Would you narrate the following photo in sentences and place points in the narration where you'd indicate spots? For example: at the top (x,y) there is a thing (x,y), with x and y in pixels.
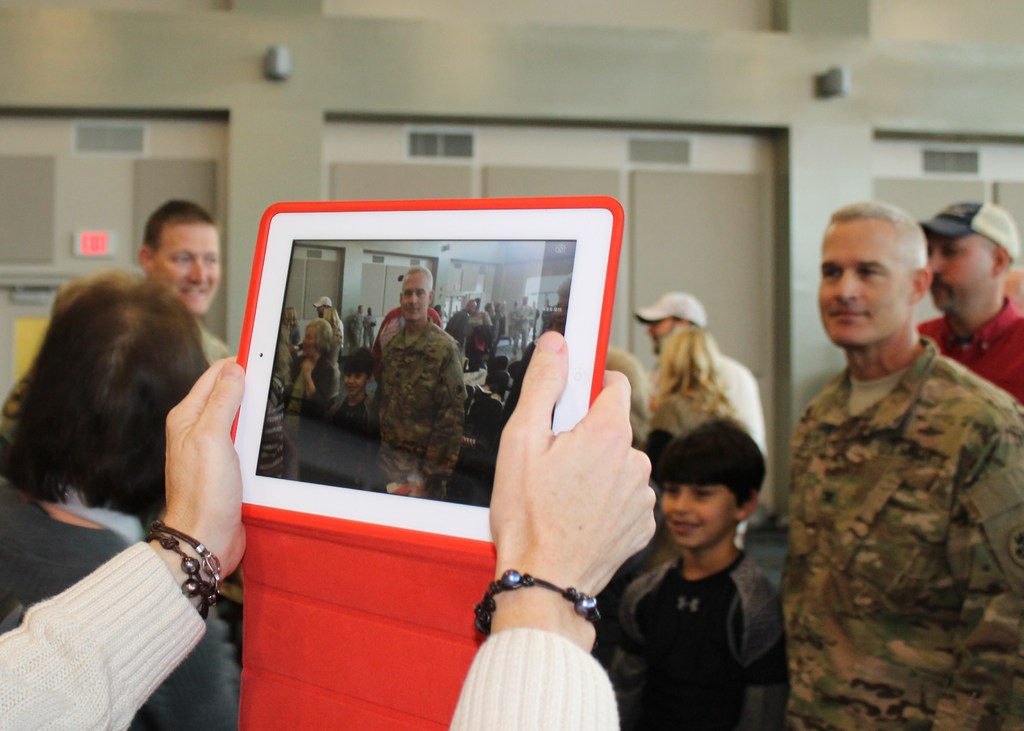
In this image in the foreground (386,549) there is one person (500,549) who is holding a tab (349,266), and in the background (1009,446) there are some people (113,319) standing and there are some children (733,441). In the background (695,138) there is wall (479,135) and some objects (93,251).
